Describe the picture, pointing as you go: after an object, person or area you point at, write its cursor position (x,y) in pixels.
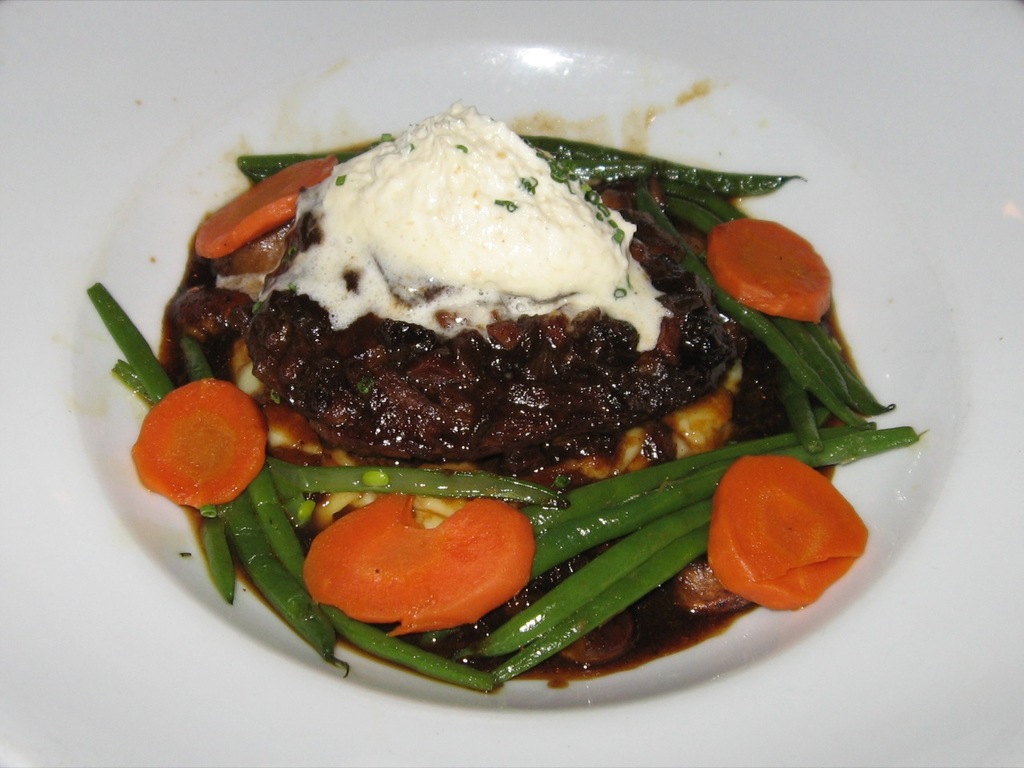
This image consists of a plate (79,90). It is in white color. On that there are some eatables (532,432), such are carrots (439,603), cream (493,271), meat (515,436) beans (688,526).
